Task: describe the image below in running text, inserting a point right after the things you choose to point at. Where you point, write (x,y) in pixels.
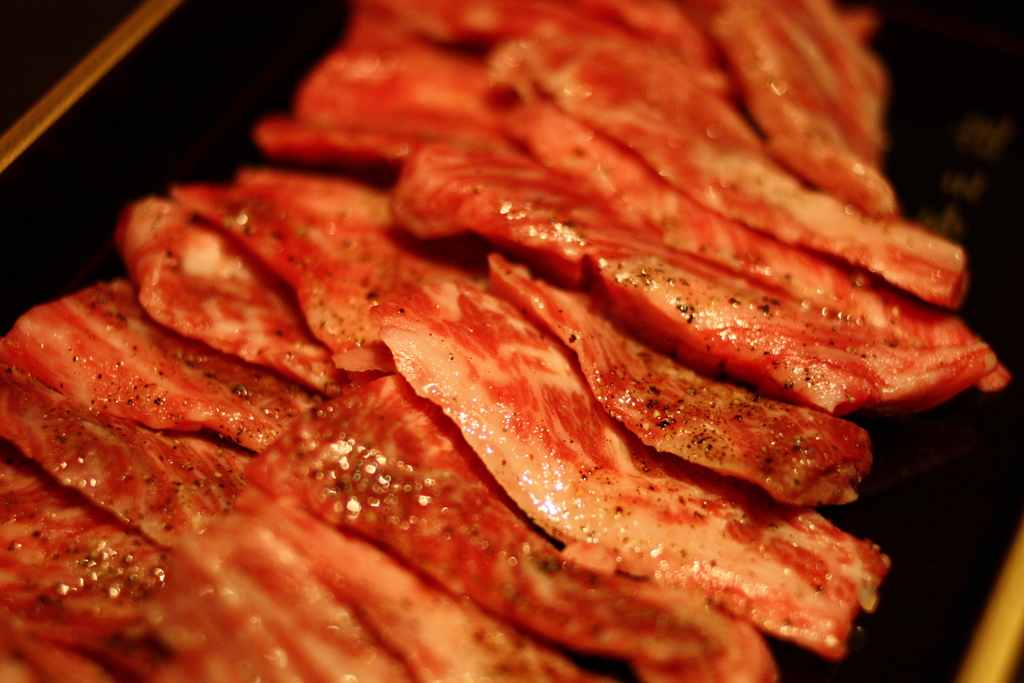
In the foreground of this image (498,491), there are slices of meat (549,408) on the black surface (949,525).
